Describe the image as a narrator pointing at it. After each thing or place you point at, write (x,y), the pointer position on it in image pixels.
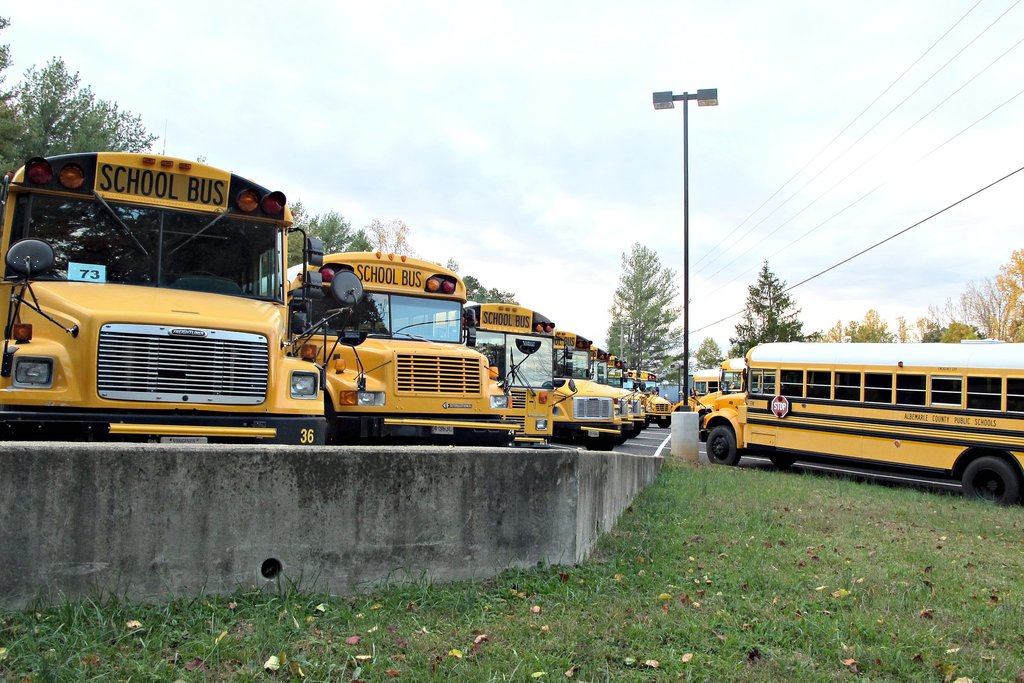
In this image there are so many school buses (414,350) which are parked one beside the other. In front of them there is a wall (417,479). At the top (413,54) there is sky (455,79). On the right side (916,407) there are few other school buses (794,431) which are parked on the ground (749,514). In the middle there is a light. In the background (42,110) there are trees (54,116).
